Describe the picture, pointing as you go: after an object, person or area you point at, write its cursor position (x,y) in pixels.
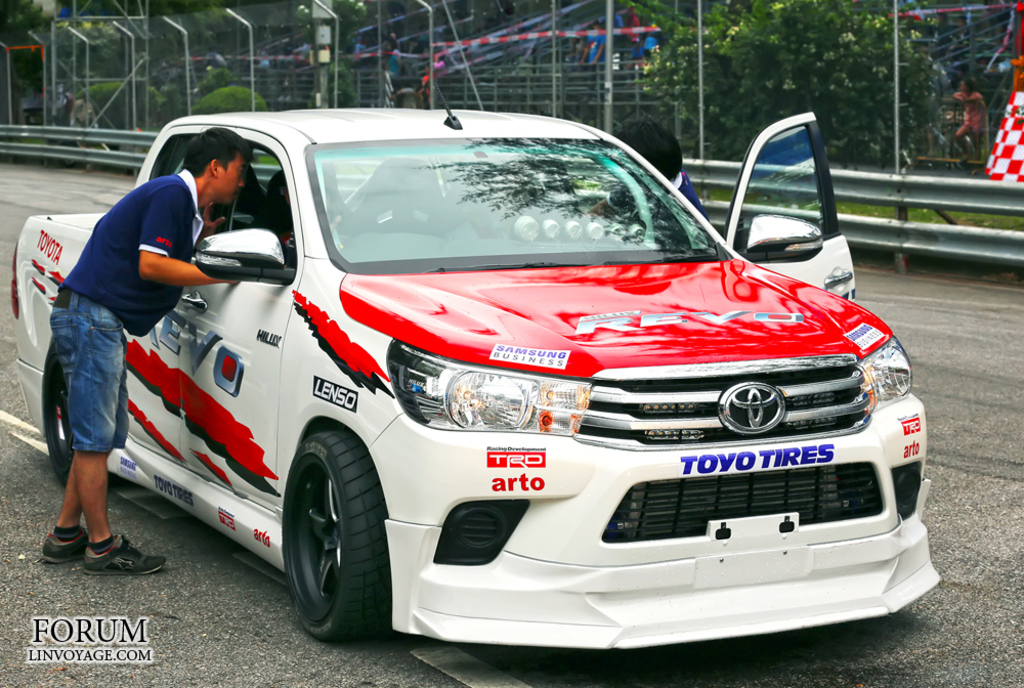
In this image I see a car (292,320) which is of white, red and black in color and I see few words (343,391) on it and I see a logo (736,390) over here and I see 2 persons (152,263) near to it and I see the road (1017,679). In the background (98,26) I see the fencing (493,78), trees (873,34) and few people (966,117) and I see the watermark (29,649) over here.
